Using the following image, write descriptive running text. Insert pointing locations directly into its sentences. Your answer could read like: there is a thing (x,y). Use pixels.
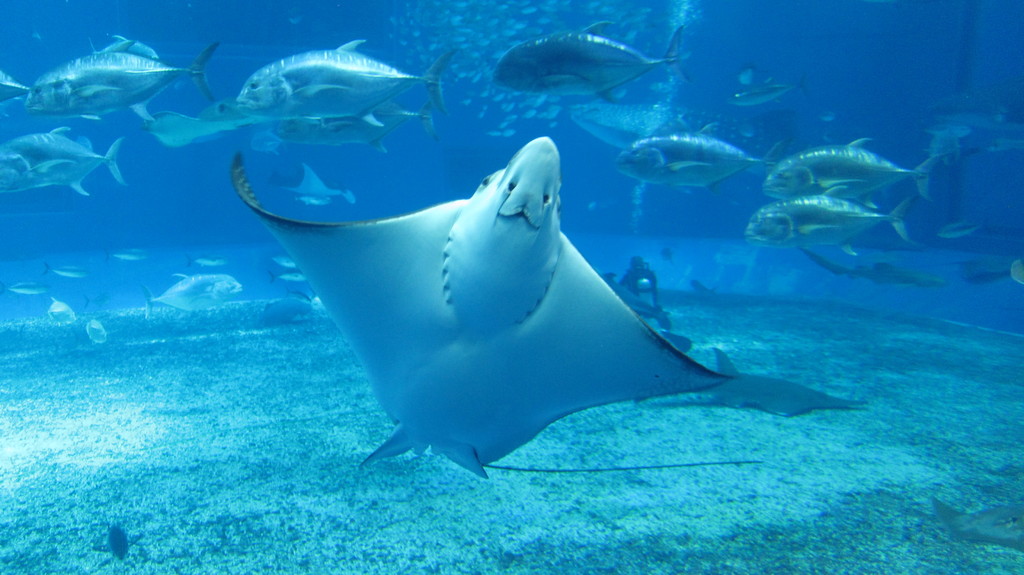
This is an underwater environment (227,466). In this image, we can see fishes (593,367), person (647,281) and water bubbles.
